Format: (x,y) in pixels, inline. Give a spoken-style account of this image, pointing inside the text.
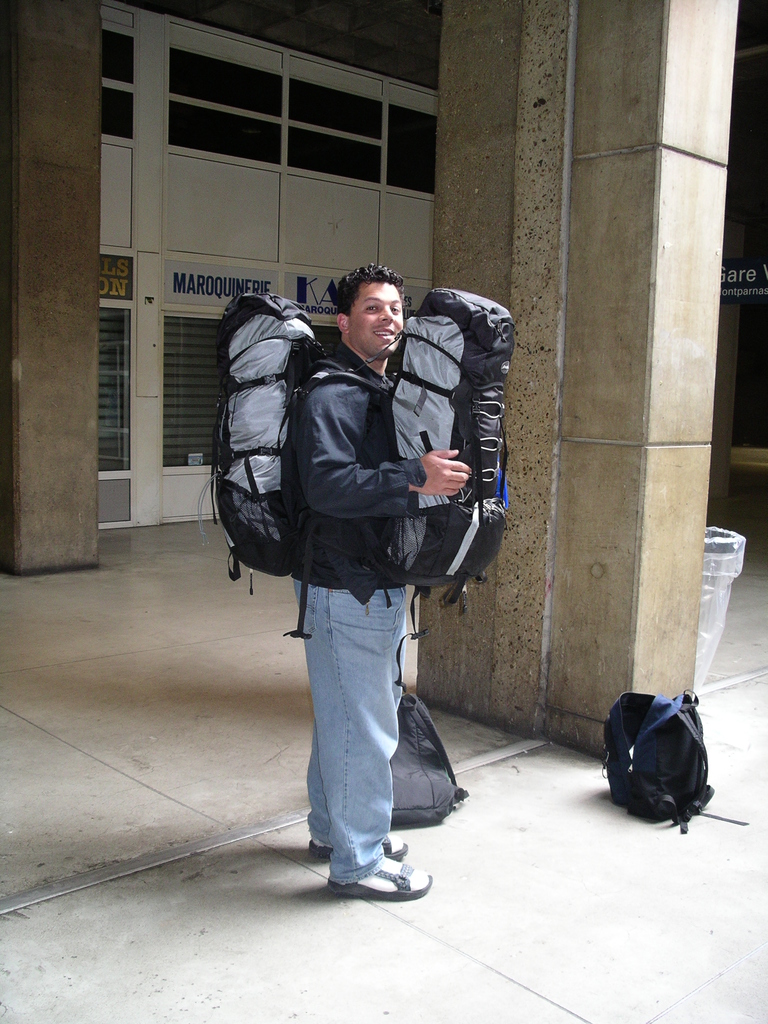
Here we can see a man (387,657) standing in the center (394,345). He is wearing a two bags (505,306) one is into the right side and other one is on the back side (252,427). Here we can see there are two bags (624,725) on the floor (749,792) and a dustbin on the right side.
